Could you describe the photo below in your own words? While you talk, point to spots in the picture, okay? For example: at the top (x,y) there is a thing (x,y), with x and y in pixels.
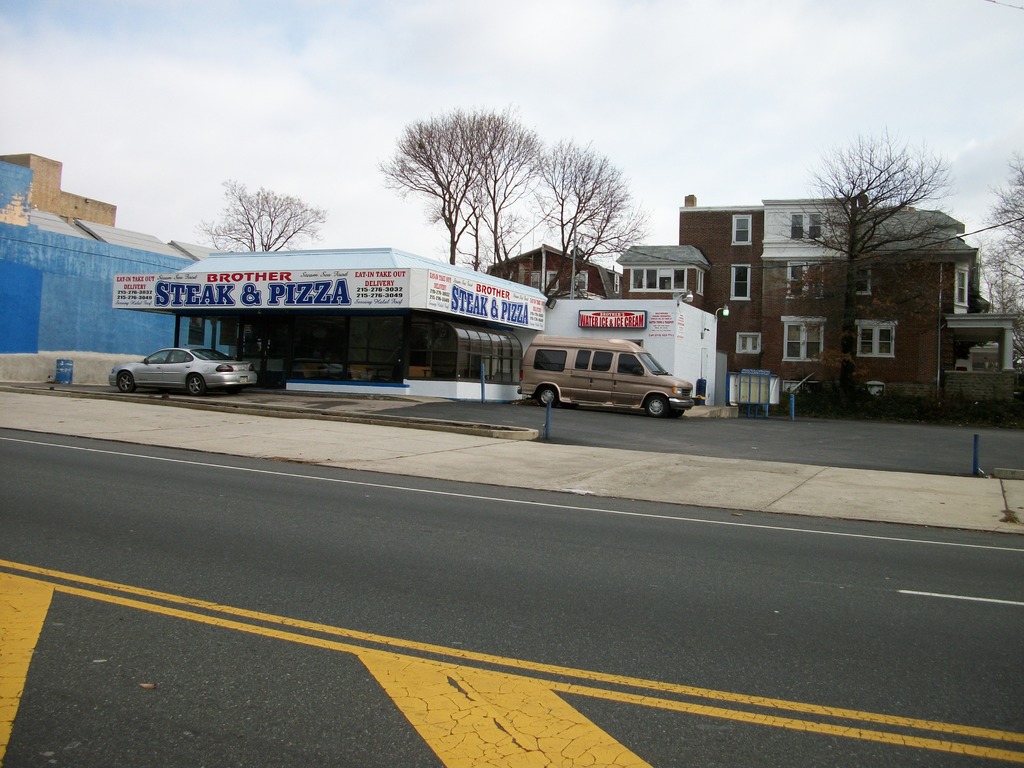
In the picture we can see a road (242,673) on it we can see a yellow color stripes (37,588) and beside the road (873,695) we can see a path (376,436) with a shed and poles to it and near it we can see two vehicles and behind it we can see some dried trees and building (796,344) with windows (798,322) and glasses (812,324) to it and in the background (149,157) we can see a sky (361,145) with clouds (374,138).
